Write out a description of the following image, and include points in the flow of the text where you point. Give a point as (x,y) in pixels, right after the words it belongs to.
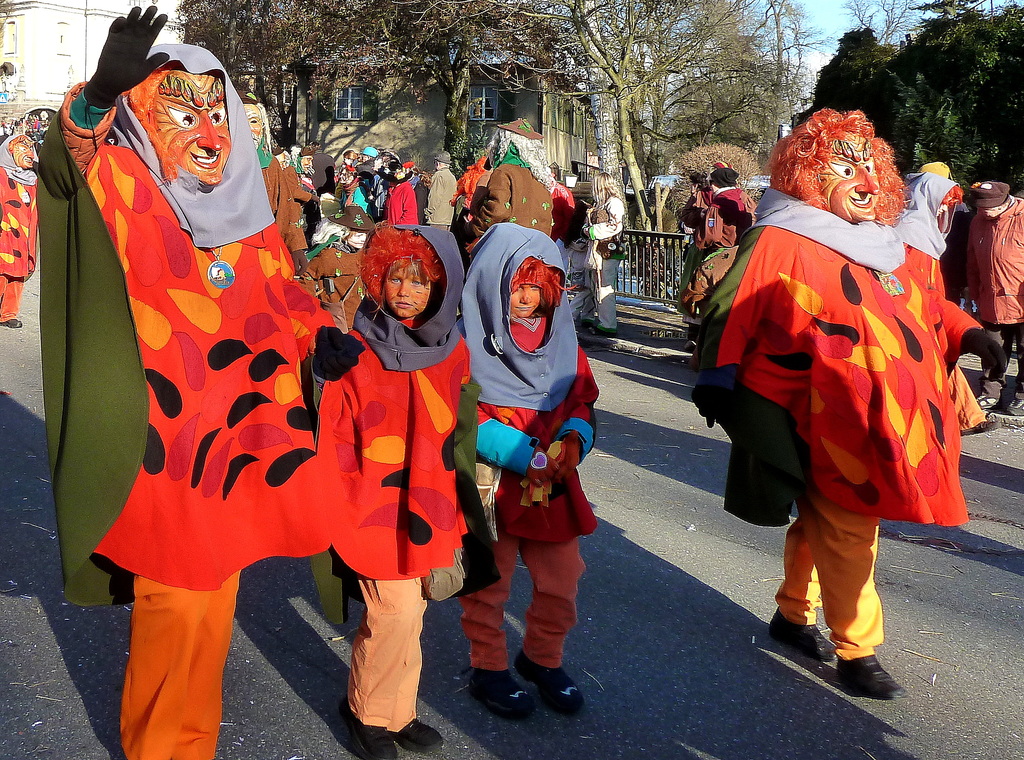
In this image in the foreground (374,427) there are some people (370,323) who are wearing masks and walking, and in the background (326,284) there are some people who are standing and also there are some houses (325,67), trees (637,148). At the bottom (615,590) there is a road (642,542), and in the center (648,256) there is one fence (626,257).
